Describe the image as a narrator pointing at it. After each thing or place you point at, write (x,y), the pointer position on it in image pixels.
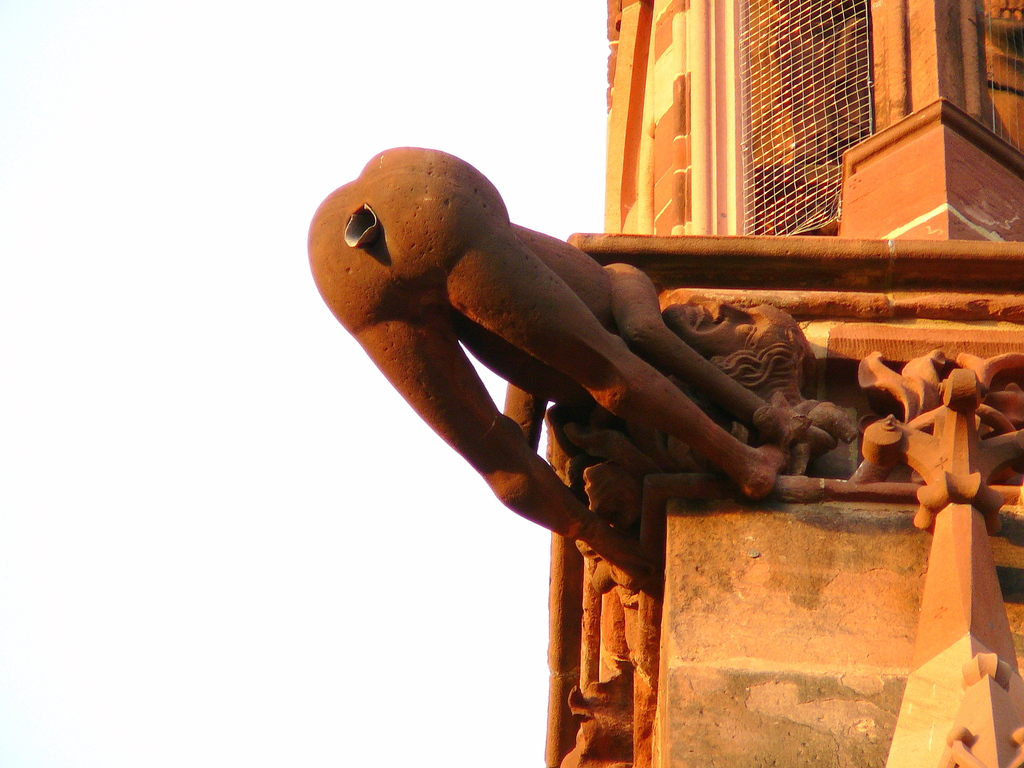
In this image there is a statue (472,262) of a human (554,334). On the right side (859,668) it is the building (717,247), there is an iron net (838,121) on it. On the left side (65,409) it is the sky (175,268).
